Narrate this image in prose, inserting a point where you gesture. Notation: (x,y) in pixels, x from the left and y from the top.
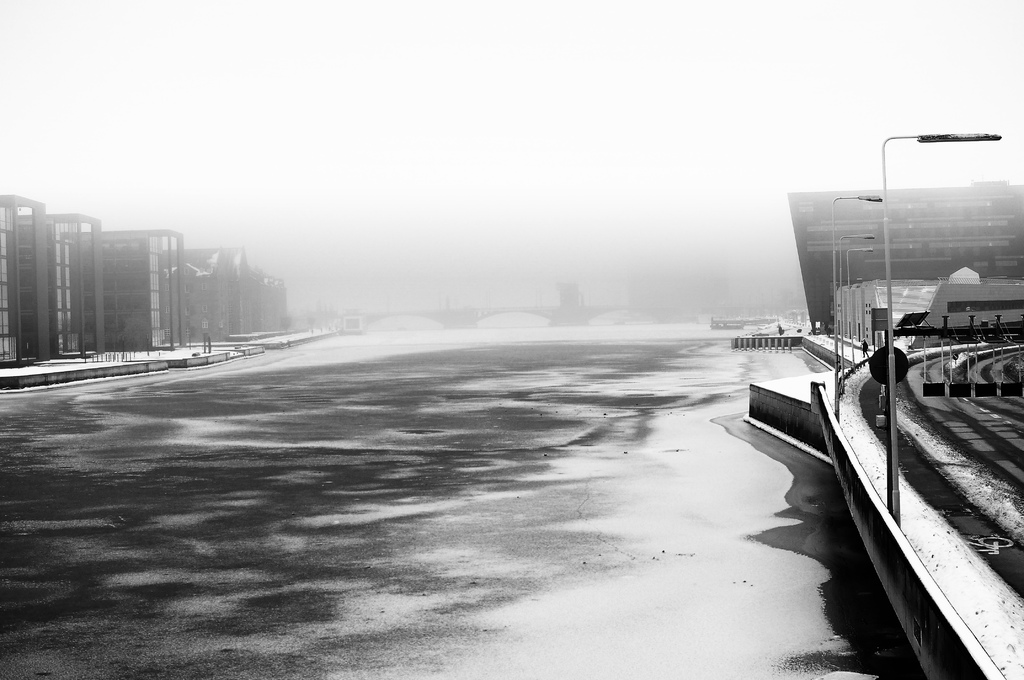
This is the river (535,487), on the right side (817,270) there are buildings (830,248), at the top (405,179) it's a foggy sky (428,148).
